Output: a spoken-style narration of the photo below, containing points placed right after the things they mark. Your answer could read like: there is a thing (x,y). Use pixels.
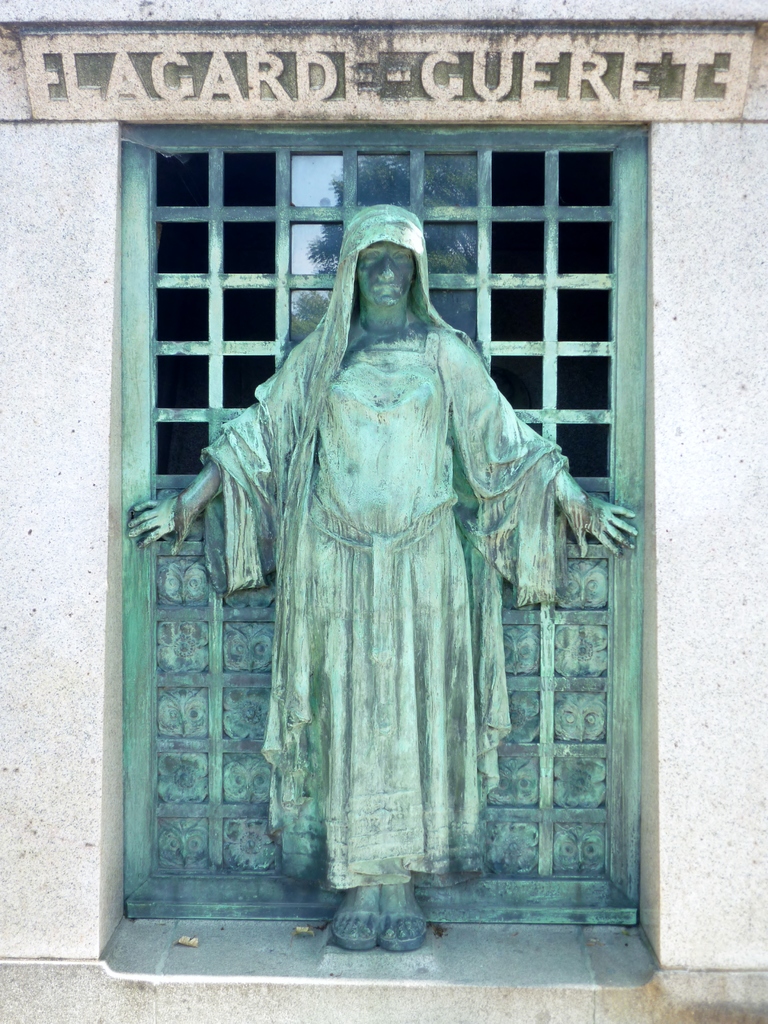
Here I can see a statue of a person (369,472) which is placed on the wall (87,933). At the back of this statue (409,495) there is a metal surface (175,583). This seems to be a window (256,247). At the top (219,82) I can see some text (278,74).
